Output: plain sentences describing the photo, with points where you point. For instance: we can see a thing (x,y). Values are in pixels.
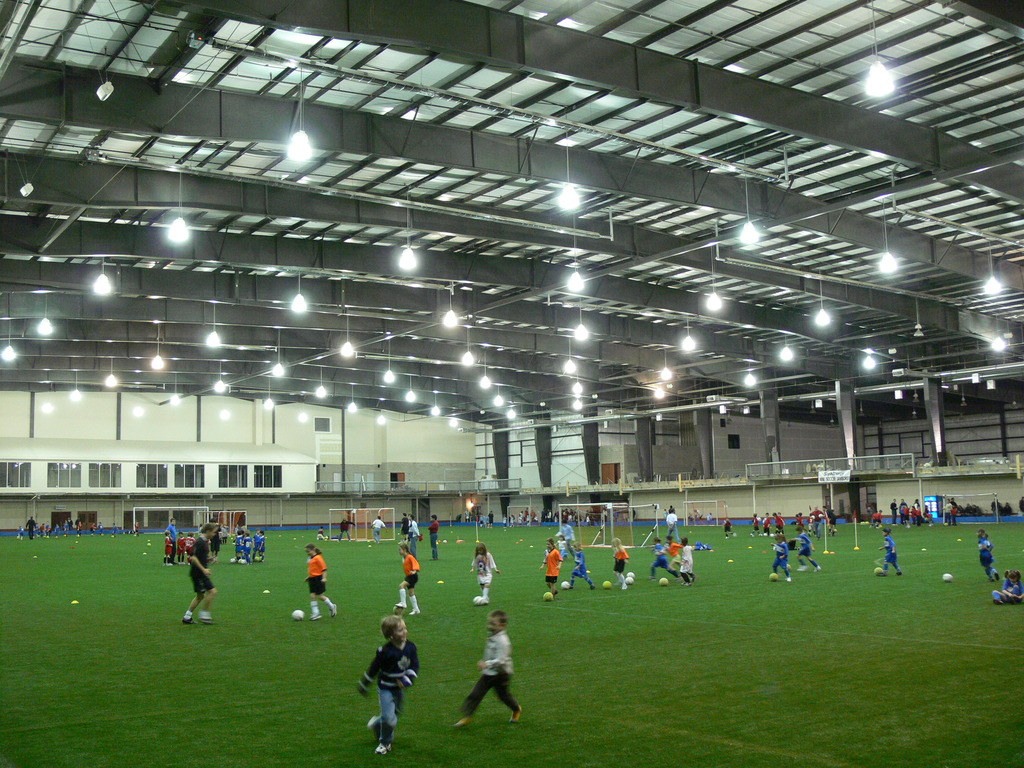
In the picture I can see the indoor football stadium (631,432). I can see a group of people (665,559) playing with the football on the ground (721,628). I can see the goal posts (646,503) in the ground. There is lighting arrangement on the roof (520,157).
